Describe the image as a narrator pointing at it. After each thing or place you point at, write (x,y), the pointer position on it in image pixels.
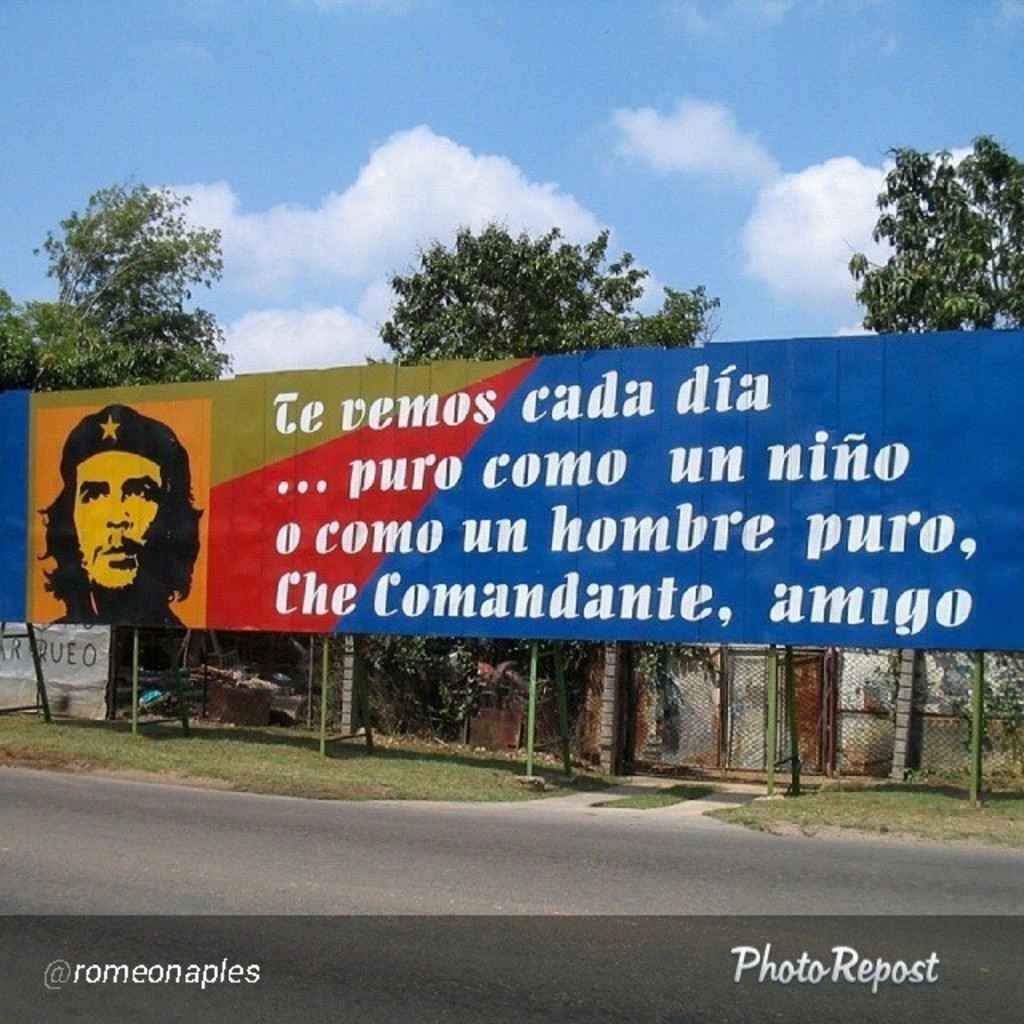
In this image there is a banner (502,535) attached to the poles (39,698) which are on the grassland (67,736). Right side (686,712) there is a fence (801,757). Behind there is a building (761,702). Background (439,306) there are few trees (911,325). Top of the image (461,149) there is sky (554,149) with some clouds (520,218). Left side (18,653) there is a board (32,698) on the grassland (55,743). Bottom of the image (304,827) there is a road (308,879).
